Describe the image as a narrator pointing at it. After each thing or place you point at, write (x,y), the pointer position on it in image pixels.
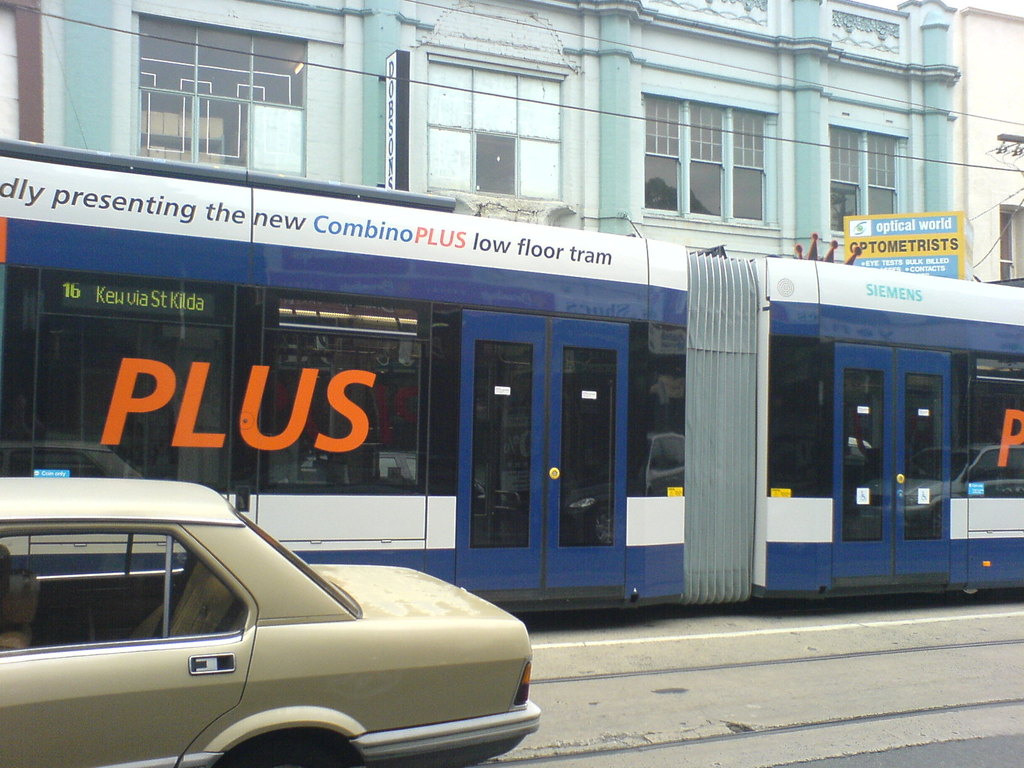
In this picture there is a blue and white color tram (494,518) on the track (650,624). Behind there is a blue color building (206,60) with glass window (666,128). In the front (250,635) bottom side there is a cream color car (191,636) moving on the road (738,673).
